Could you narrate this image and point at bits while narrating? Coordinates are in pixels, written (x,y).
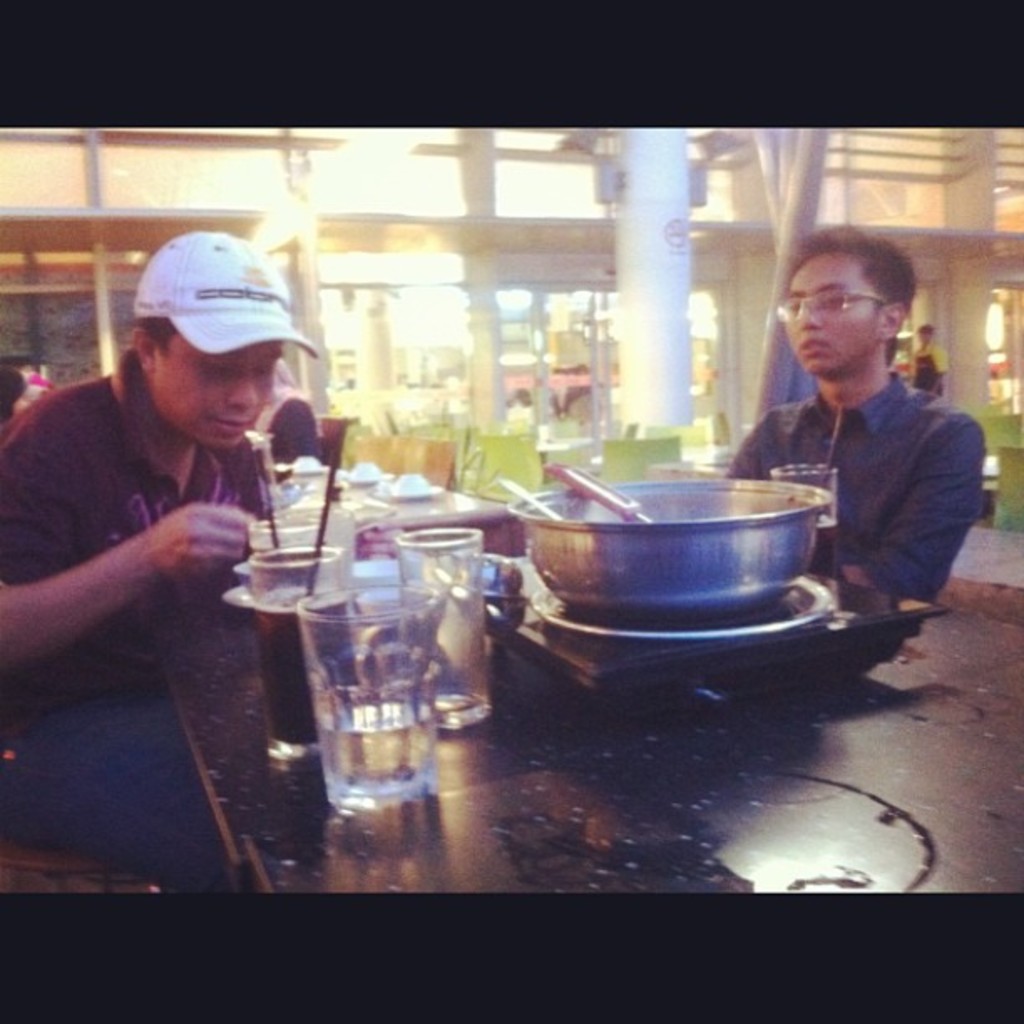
In this image we can see people (232,472) sitting on the chairs (89,878), there is a table (294,791), on the table (564,704) there are few glasses drink (294,701) and straws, a bowl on the plate (844,625) and an object (865,639), there is a pillar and few chairs (511,479) in the background (665,414).
